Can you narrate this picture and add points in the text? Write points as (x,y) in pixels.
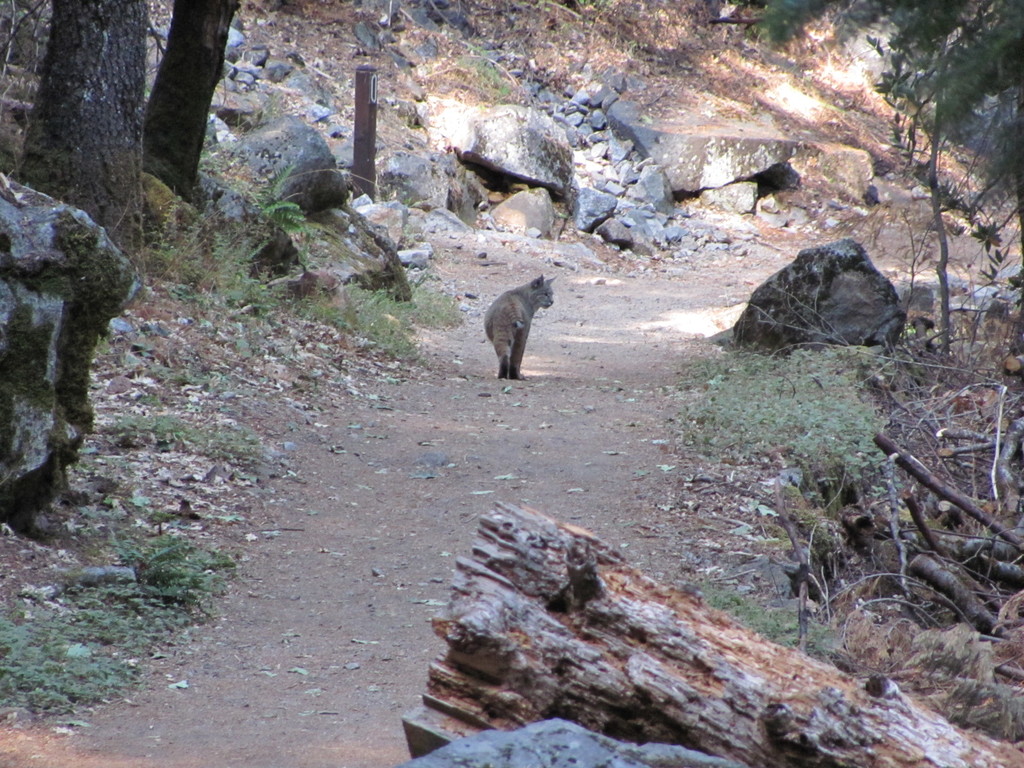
There is an animal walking on the surface (582,384) and we can see tree trunks (96,54), stones (234,91) and plants (785,430).
